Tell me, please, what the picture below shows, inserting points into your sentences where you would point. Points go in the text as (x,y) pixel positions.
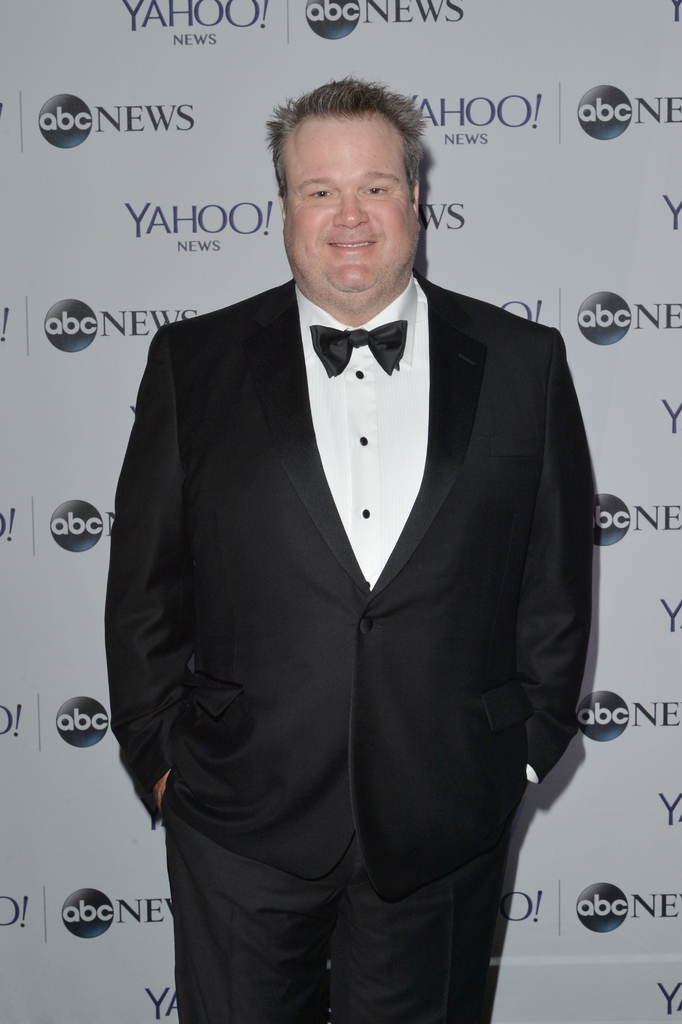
In this image I can see a person (314,997) is standing on the floor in black suit (393,674). In the background (116,188) I can see a wall (208,167) and logos (189,113). This image is taken may be in a hall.
